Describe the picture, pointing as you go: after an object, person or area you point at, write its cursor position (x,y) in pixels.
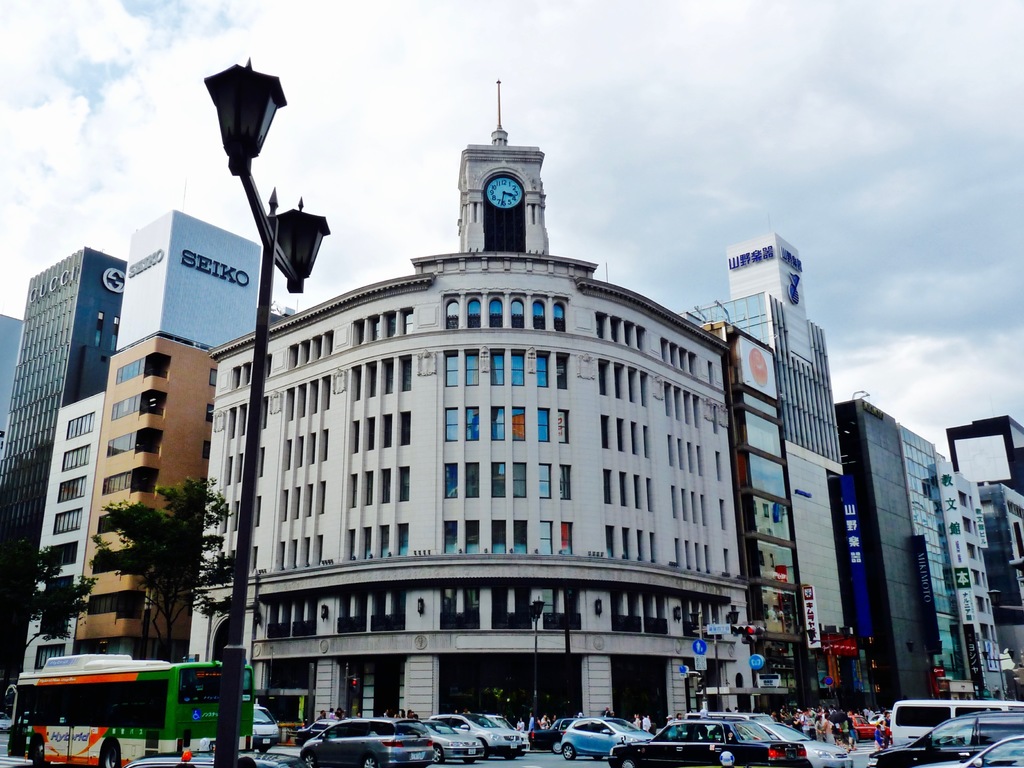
In this image there are buildings (354,480), trees (216,546), and cars (555,724). In the front (251,479) there is a light pole (257,399) and the sky (766,201) is cloudy.
